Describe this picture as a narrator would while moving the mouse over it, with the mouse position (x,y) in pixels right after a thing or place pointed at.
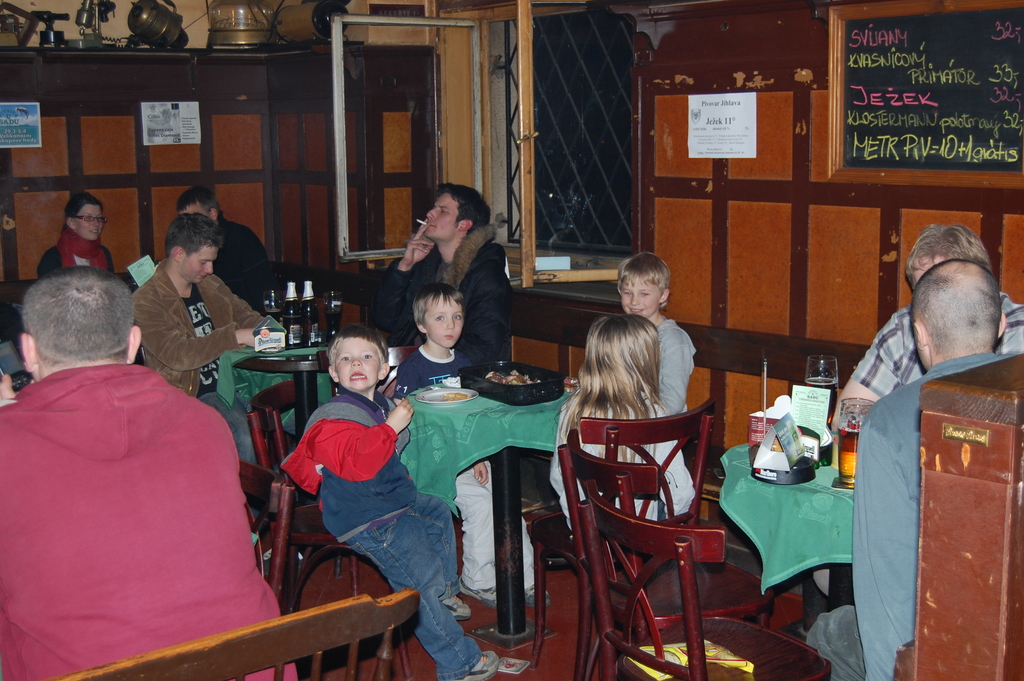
Persons (898,440) are sitting on chair (345,554). In-front of them there are tables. On a table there is a cloth (461,414), bottle (308,315), tray (505,389), glasses (842,440) and plate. This are cupboards (232,140). On wall (805,130) there is a board (903,135). This is window (586,123).
